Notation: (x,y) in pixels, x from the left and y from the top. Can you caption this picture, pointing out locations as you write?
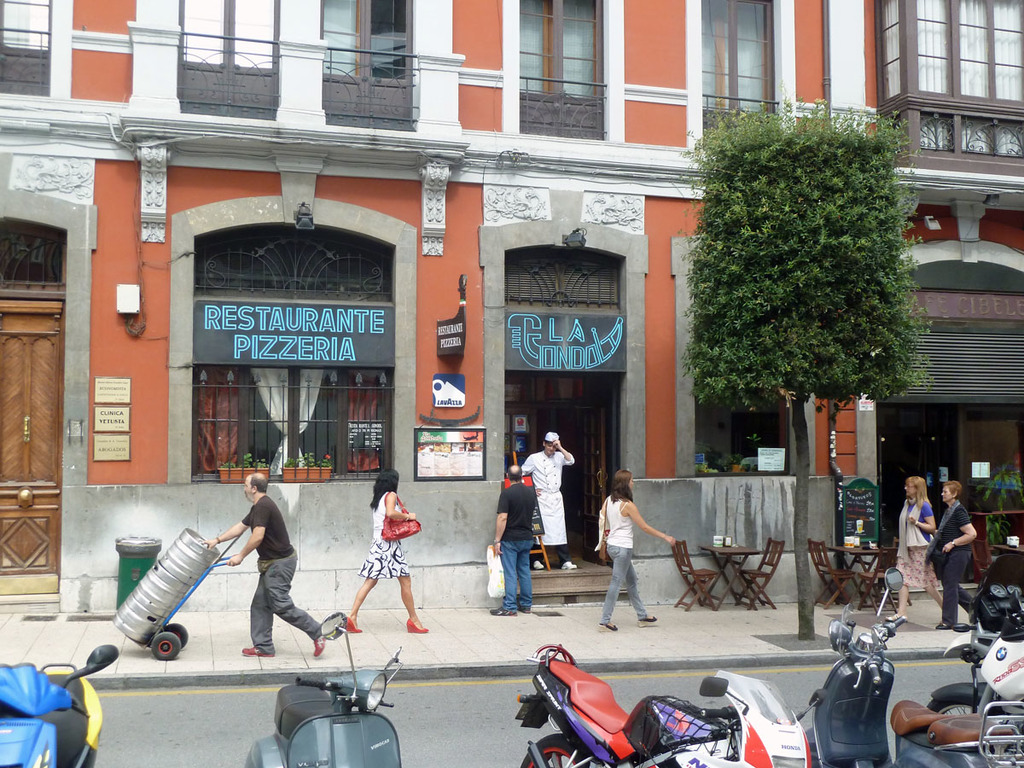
In this image in front (638,747) there are vehicles (604,711) on the road (513,716). There are people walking on the pavement (597,622). There are tables (733,561). On top of it there are a few objects (849,537). There are chairs (687,608). There is a tree (811,580). There are flower pots (306,474). There is a trash can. In the background of the image (284,227) there are buildings (987,234).
